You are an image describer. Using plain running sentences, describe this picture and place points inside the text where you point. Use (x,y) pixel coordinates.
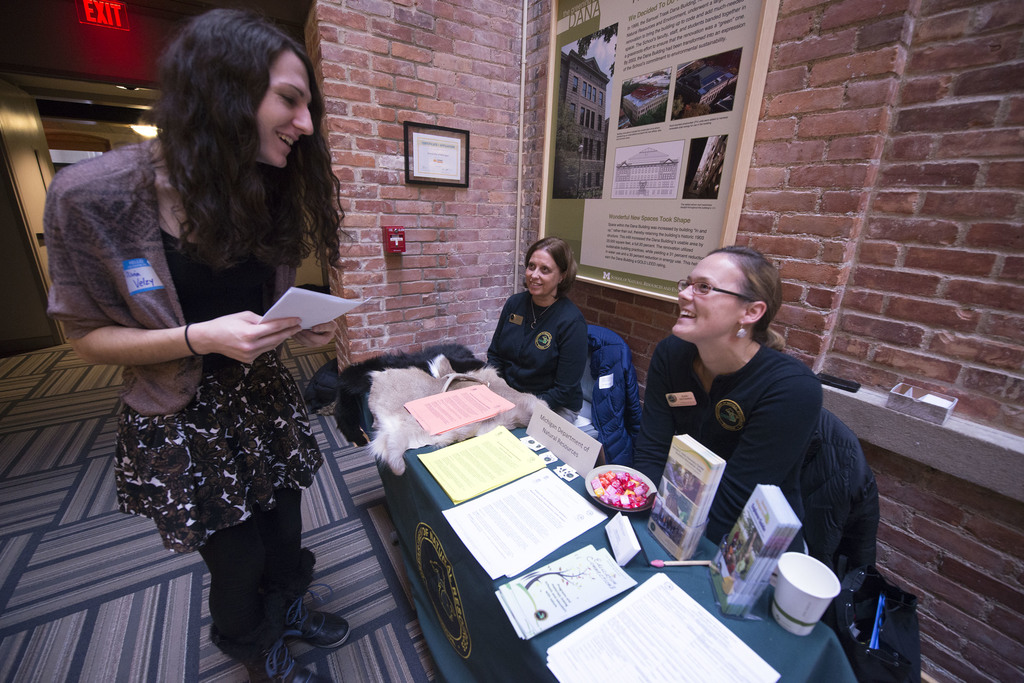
In this image there are two people (728,393) sitting on the chairs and they are smiling. In front of them there is a table (501,682). On top of it there are papers (550,486), books (680,528). There is a cup (774,606) and a few other objects (576,465). In front of the table (411,546) there is a person (266,444) standing on the mat (168,662) and she is holding the papers (305,329). In the background of the image (359,216) there are photo frames (602,165) on the wall (910,224). There are a few objects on the platform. There is an exit board (99,23). There is an open door (12,137).
